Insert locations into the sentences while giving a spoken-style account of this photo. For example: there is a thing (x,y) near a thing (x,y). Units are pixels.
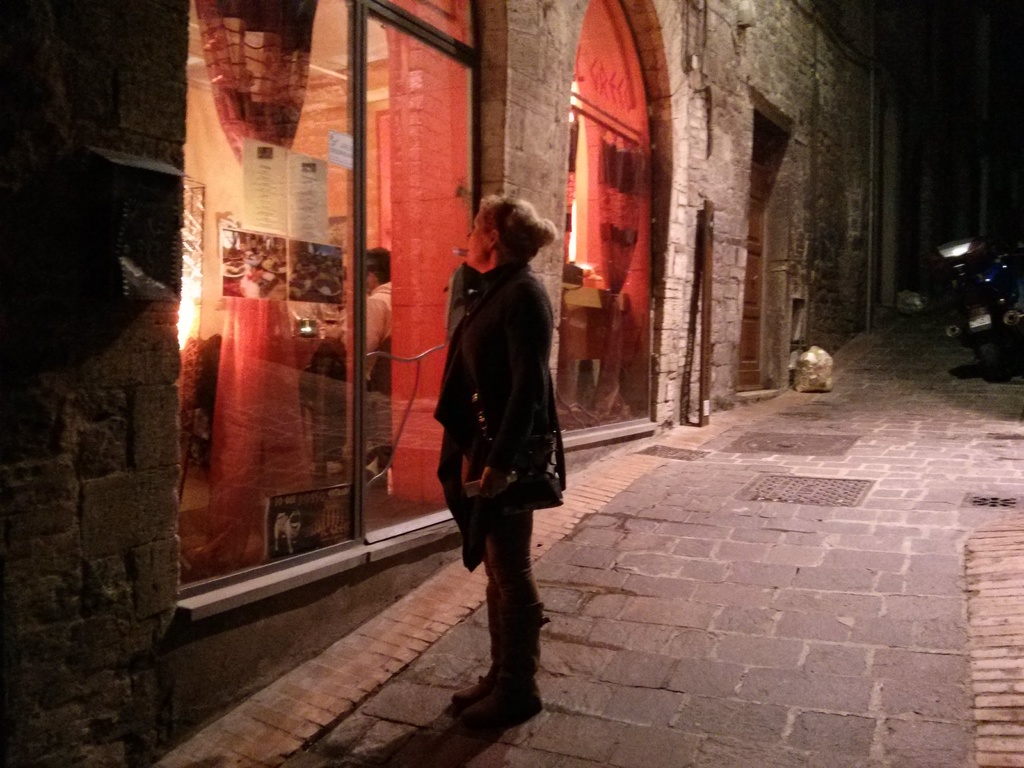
In this image there is a woman (493,597) standing on a pavement (730,567), in the background (787,293) there is a building (450,263) for that building (839,24) there are glass doors (407,335) and there is a bike (985,343) on the pavement (950,388).
